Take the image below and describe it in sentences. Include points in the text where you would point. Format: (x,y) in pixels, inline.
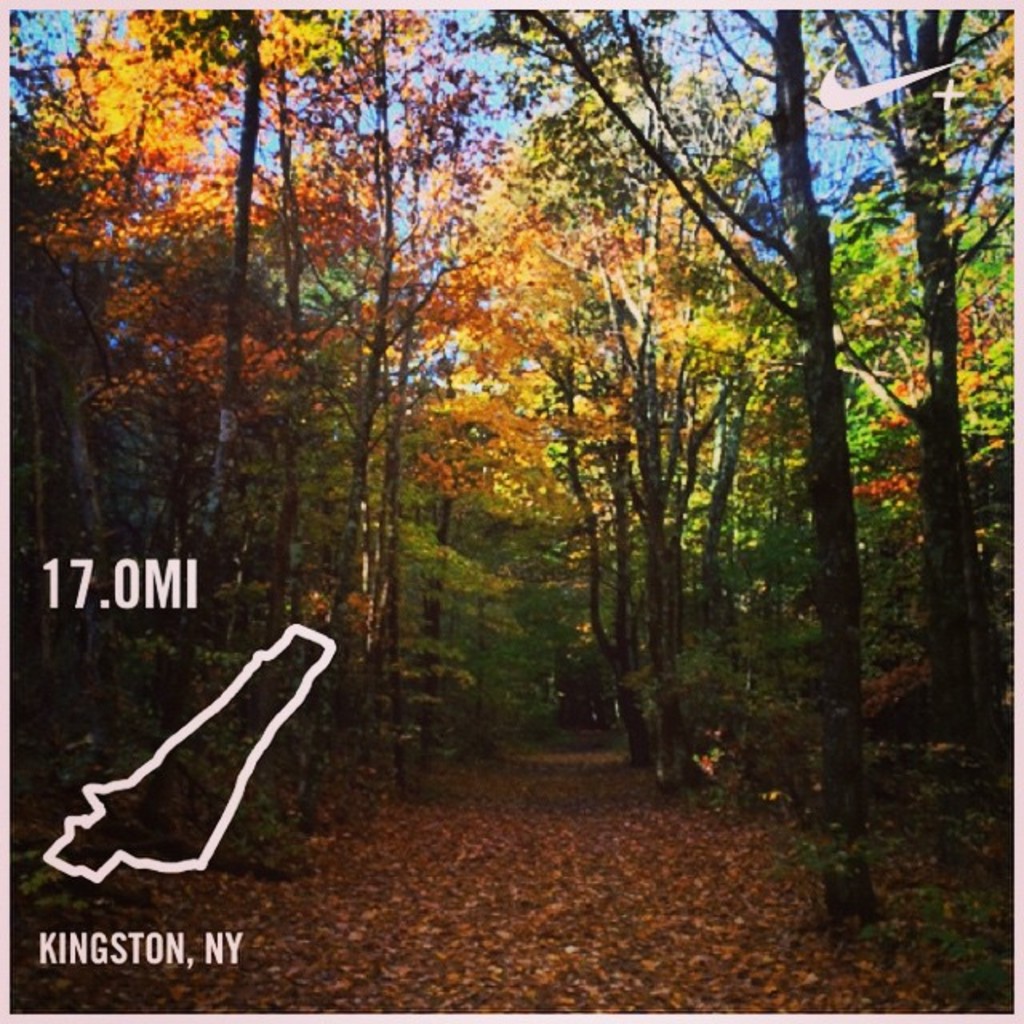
In the background (738,80) we can see the sky (13,79). It look like a forest area (464,317). In this picture we can see the trees (334,362), dried leaves (570,912) on the ground (546,902). We can see some information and logos (845,98).
